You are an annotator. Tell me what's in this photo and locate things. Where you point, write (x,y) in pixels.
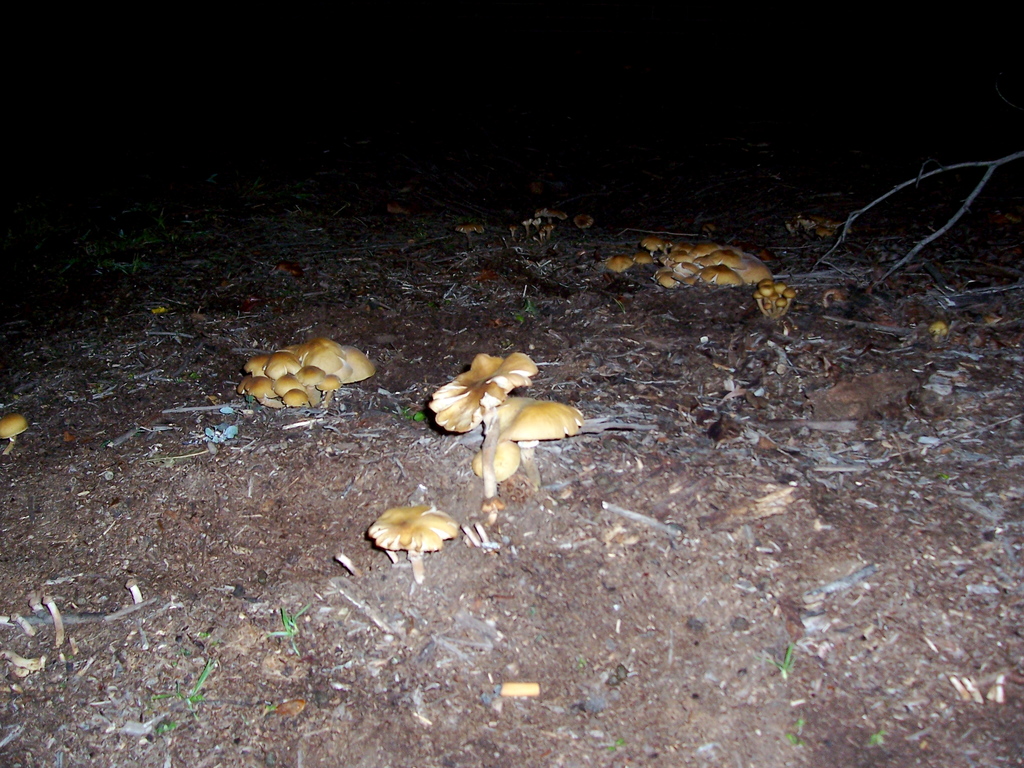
In this image I see the ground (563,486) on which there are mushrooms (543,405) which are of brown in color and it is dark in the background (688,123) and I see stalks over here.
